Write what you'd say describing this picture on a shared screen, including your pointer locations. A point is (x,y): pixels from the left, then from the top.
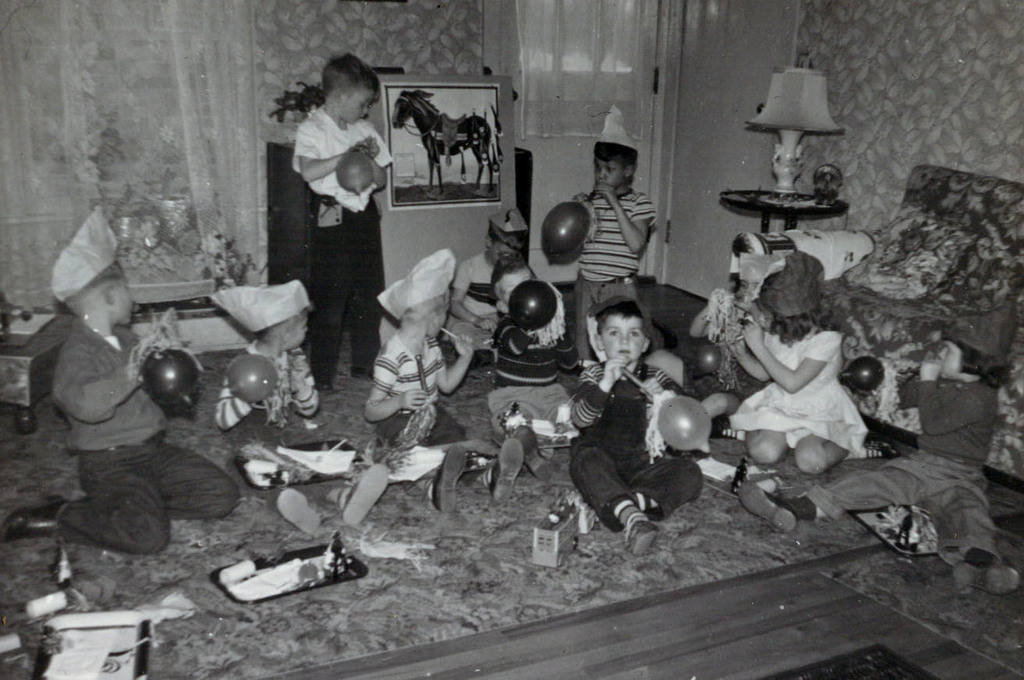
This is a black and white image. In this picture we can see some kids (434,430) are sitting and some of them are holding balloons (701,403) and wearing cap (94,243). In the background of the image (471,46) we can see curtain (233,127), wall (435,66), cupboard (292,175), plant (314,89), photo frame (465,133), lamp (791,130), couch (865,355), door (731,106), wall (936,81). At the bottom of the image (531,599) we can see the floor (563,580). In the foreground of the image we can see some toys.
